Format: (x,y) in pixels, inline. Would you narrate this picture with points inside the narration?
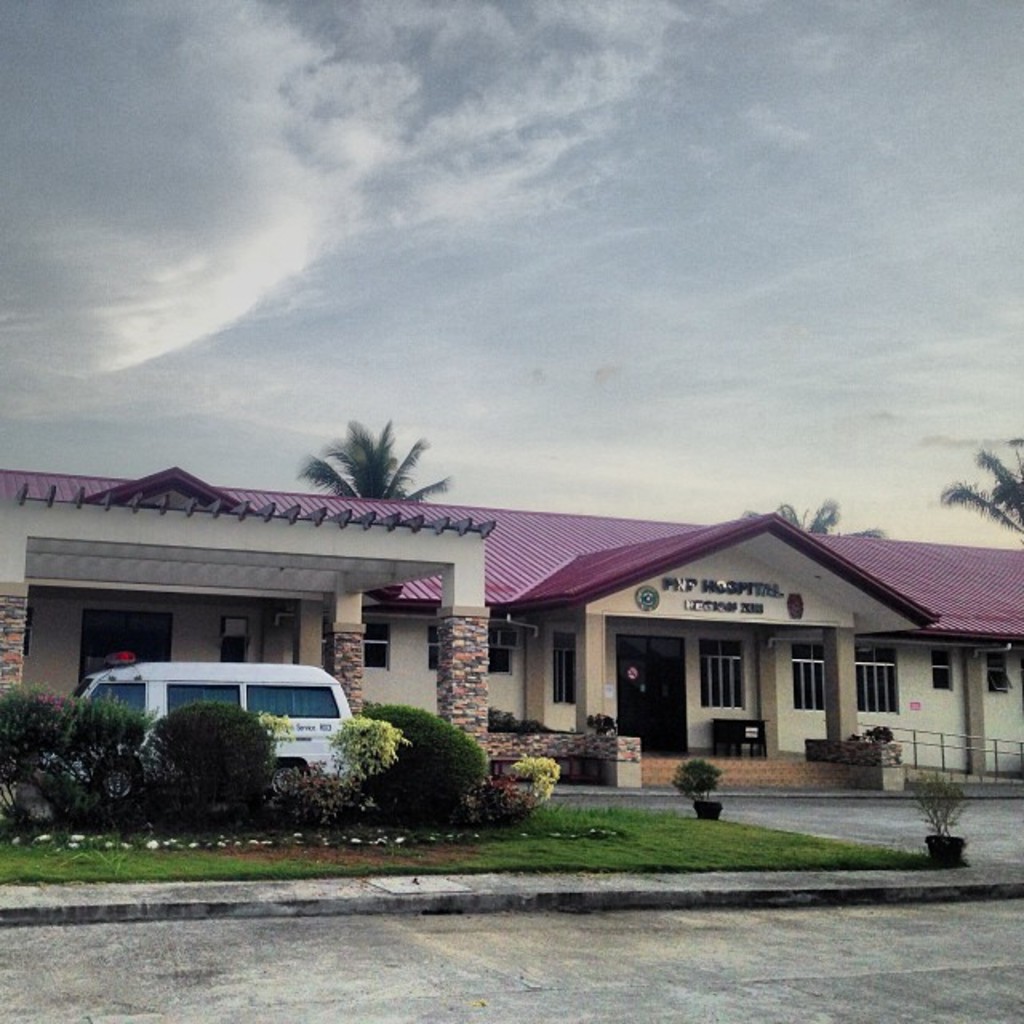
In the middle of a picture we can see trees (389,438), building (415,650), planter (195,727), vehicle (105,694), grass (529,851), flower pot (723,810), text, railing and other objects (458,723). At the bottom (430,967) we can see road (517,958). At the top (207,248) there is sky (858,336).
